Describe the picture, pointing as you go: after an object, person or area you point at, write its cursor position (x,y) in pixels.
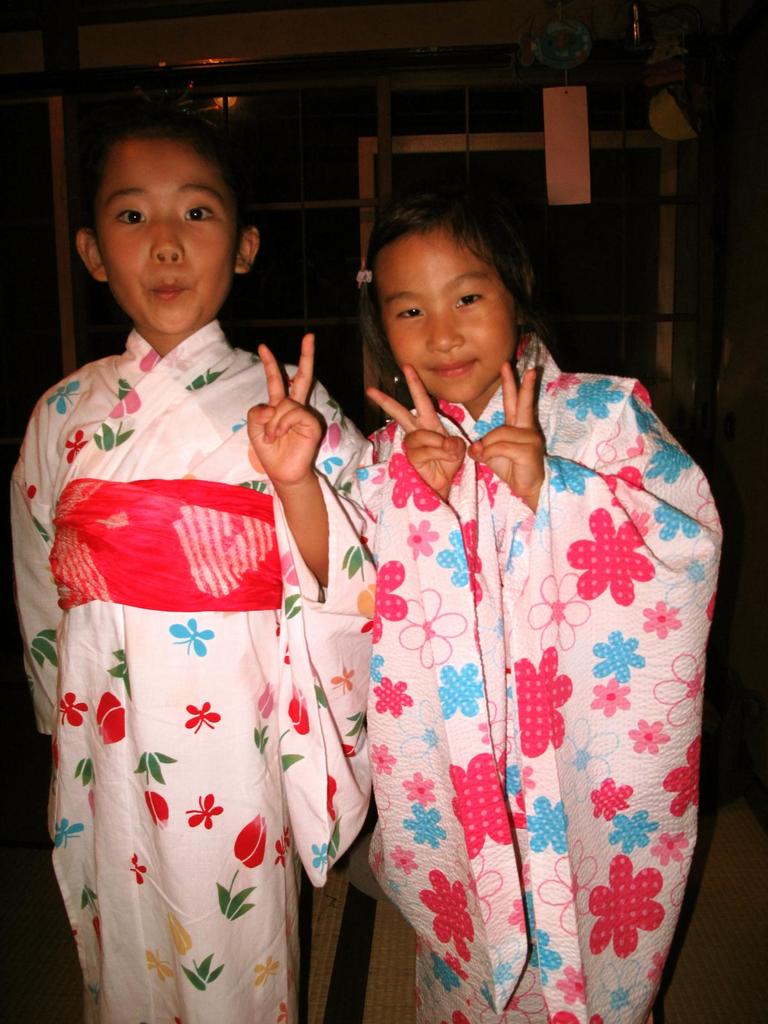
In this image we can see two girls (350,463) standing on the floor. On the backside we can see doors (355,403).
